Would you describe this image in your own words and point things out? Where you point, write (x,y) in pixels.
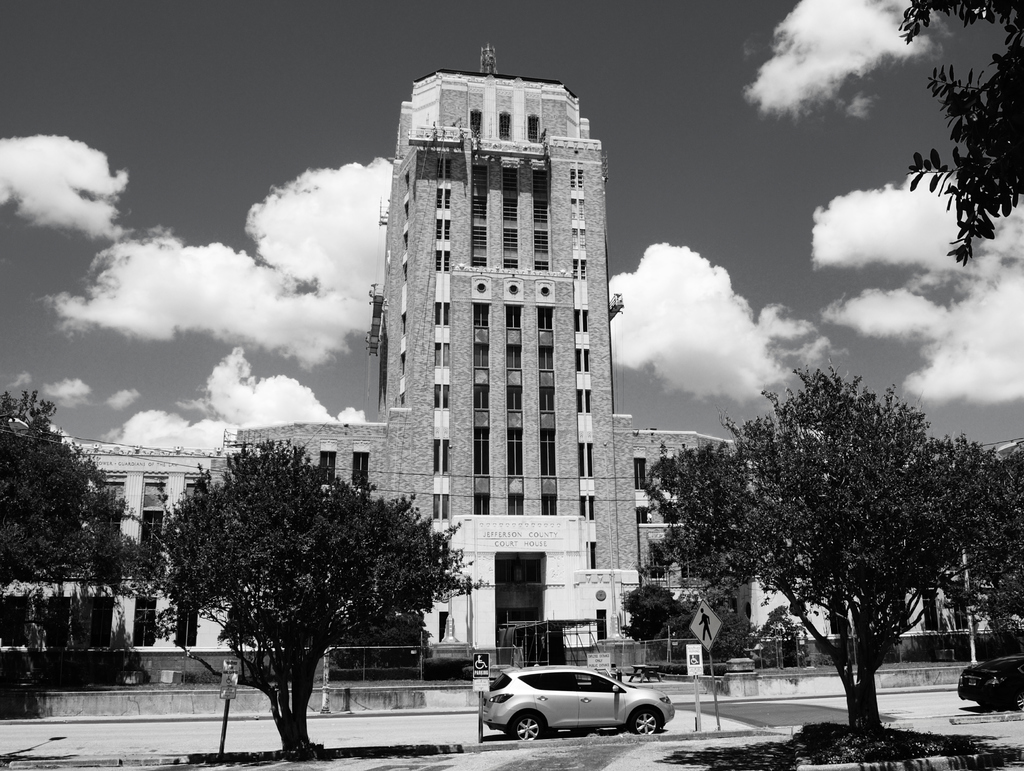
This is a black and white image. I can see a building (528,461) with windows (540,182). In front of a building (545,374), there are two cars (645,704) on the road (627,729), trees (639,622), and boards (692,653) attached to the poles (697,682). In the background (315,283), there is the sky (537,35).
